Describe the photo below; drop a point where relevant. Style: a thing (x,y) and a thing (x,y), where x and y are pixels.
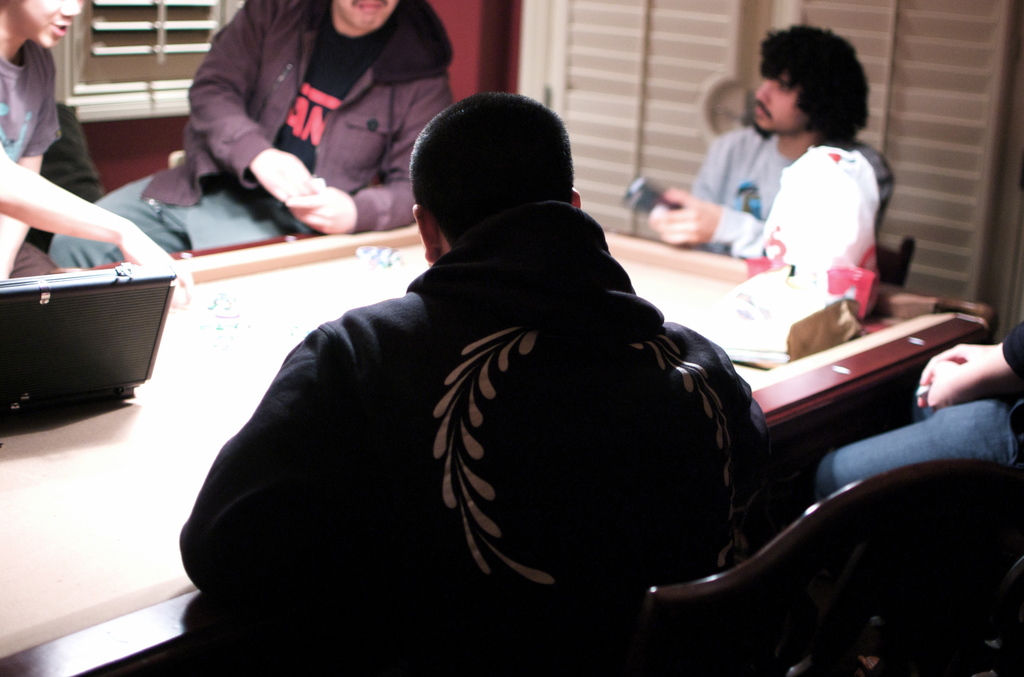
There are five people (326,348) in a room (326,199). There is a table (229,261). There is a case (169,282) and cover bag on a table (240,295). We can see the background (684,142) window (681,123) and curtain (675,110).
